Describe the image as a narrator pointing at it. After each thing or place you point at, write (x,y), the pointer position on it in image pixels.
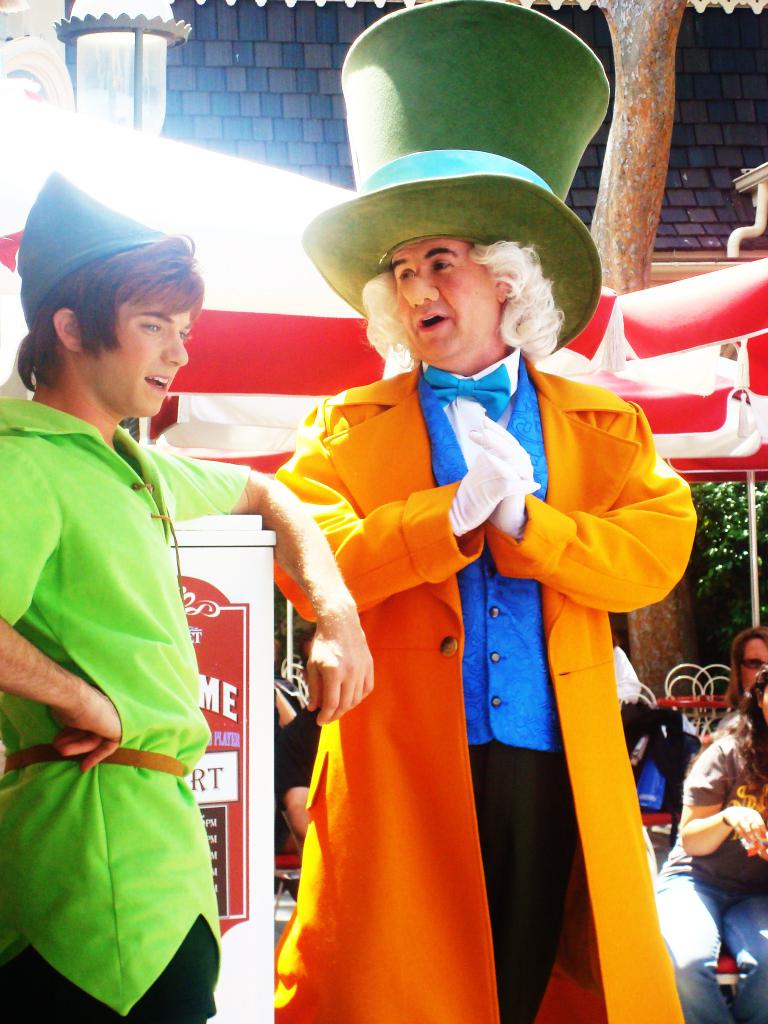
In this image we can see two persons (451,718) wearing costumes (470,596) and hats (432,220). On the right side of the image (741,759) we can see group of people (728,764), chairs (694,681) and tables (693,698) placed on the ground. In the background (229,885), we can see a poster (234,861) with some text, group of tents (730,274), buildings (242,79), light pole (113,79) and tree (665,164).
